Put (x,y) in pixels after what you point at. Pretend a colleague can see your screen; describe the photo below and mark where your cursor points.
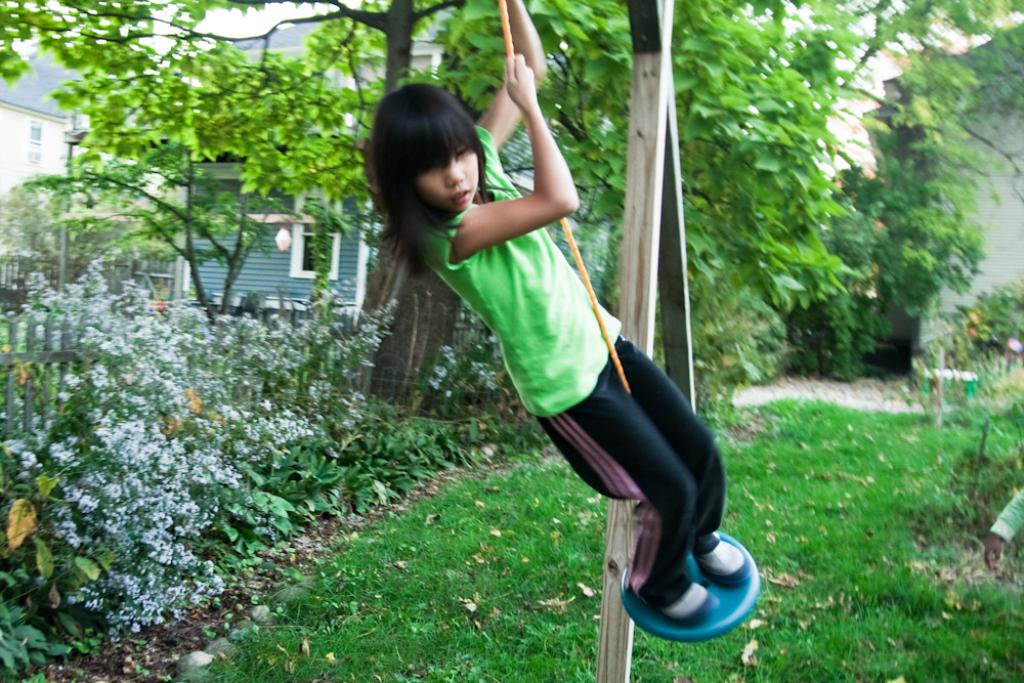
Here I can see a girl (479,168) wearing a t-shirt (515,299), standing and swinging. I can see the grass (437,604) on the ground (441,580). In the background (349,388) there are many plants (204,384), trees (261,91) and also I can see the buildings (45,144).
